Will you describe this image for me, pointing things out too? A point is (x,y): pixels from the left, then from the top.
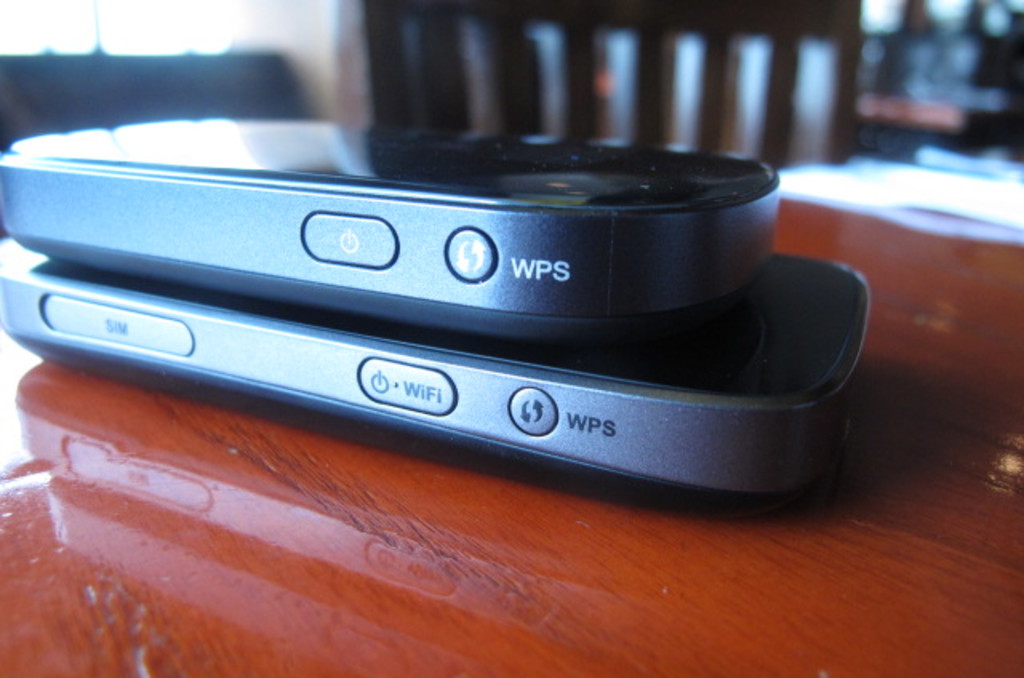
In this image we can see Wi-Fi hotspots (581,330) placed on the table (604,569). In the background (778,85) there is a chair (583,80).
